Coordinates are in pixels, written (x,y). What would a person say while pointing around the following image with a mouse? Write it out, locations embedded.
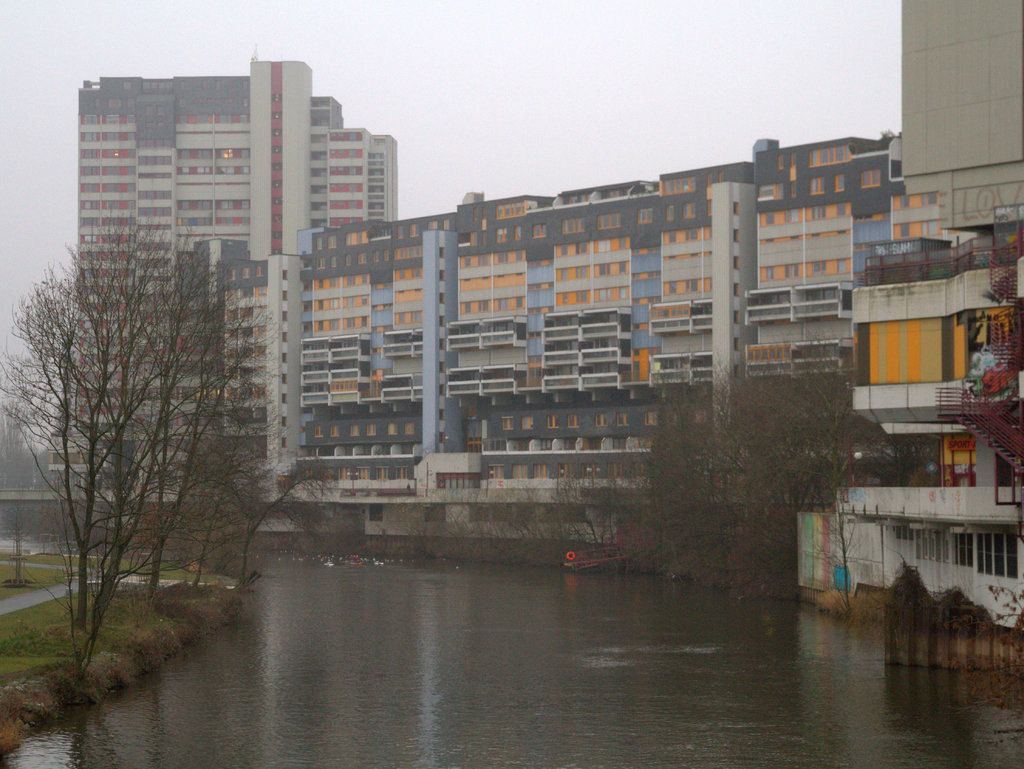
In this image we can see trees (99,461), water (286,651), grass (47,631), road (1,599), stairs (1008,420) and sky (369,85).
